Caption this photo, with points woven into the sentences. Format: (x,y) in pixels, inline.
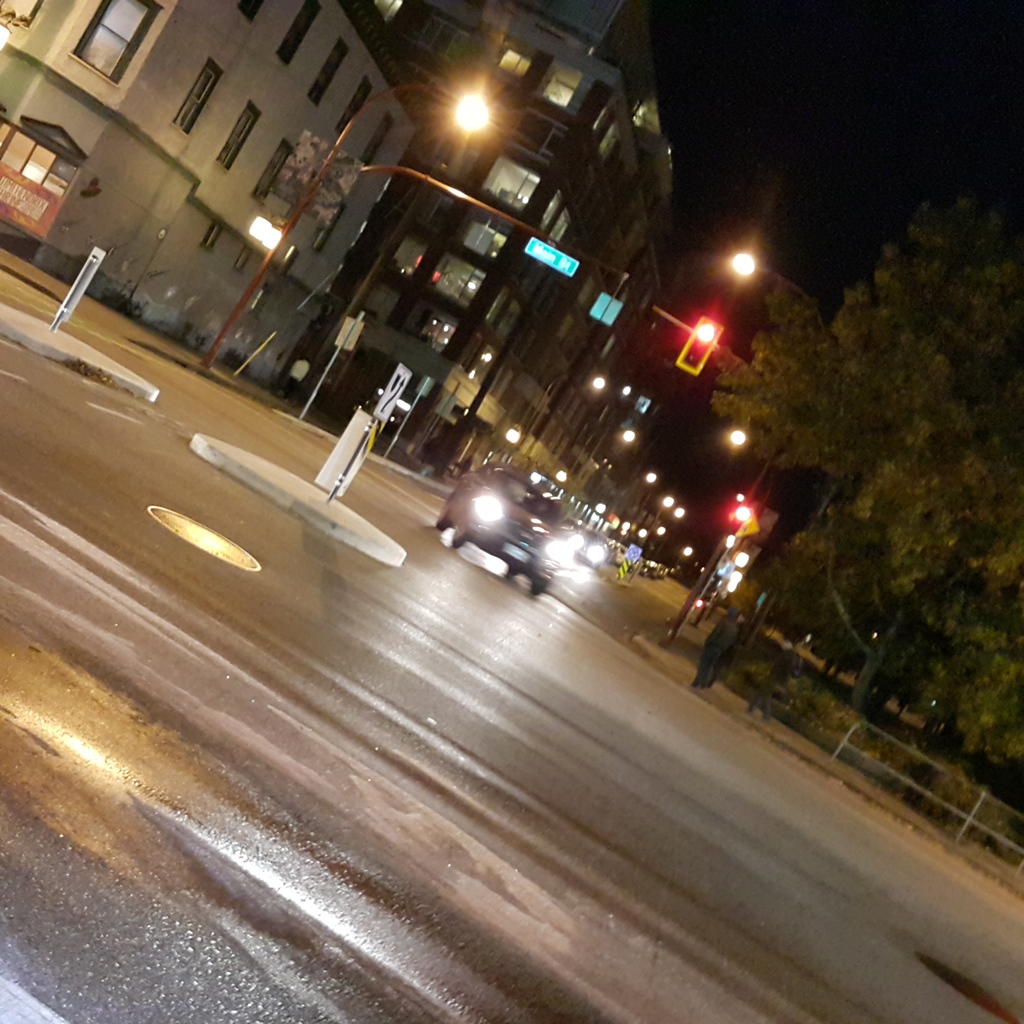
In the center of the image (470,511), we can see vehicles (509,469) on the road (539,744) and in the background (908,659), there are name boards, sign boards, lights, trees (886,473) and buildings (495,159).
